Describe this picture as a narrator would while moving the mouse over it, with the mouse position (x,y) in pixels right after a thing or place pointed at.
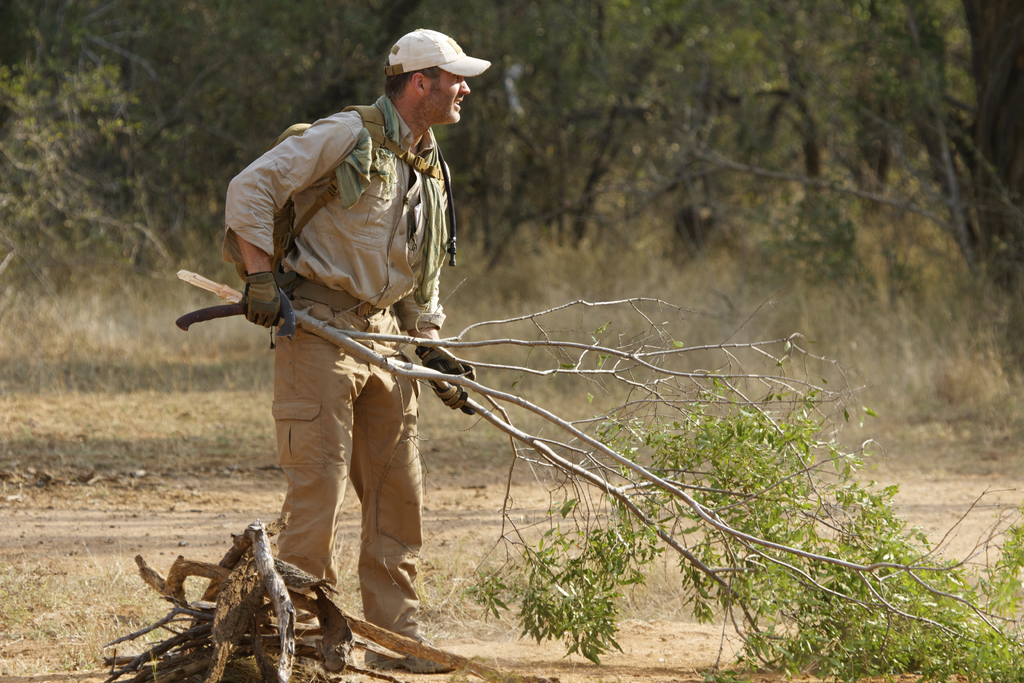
In the center of the image (505,420) there is a person (287,427) standing and holding a tree (729,535). In the background (765,134) there are trees (789,81) and plants (795,258).
